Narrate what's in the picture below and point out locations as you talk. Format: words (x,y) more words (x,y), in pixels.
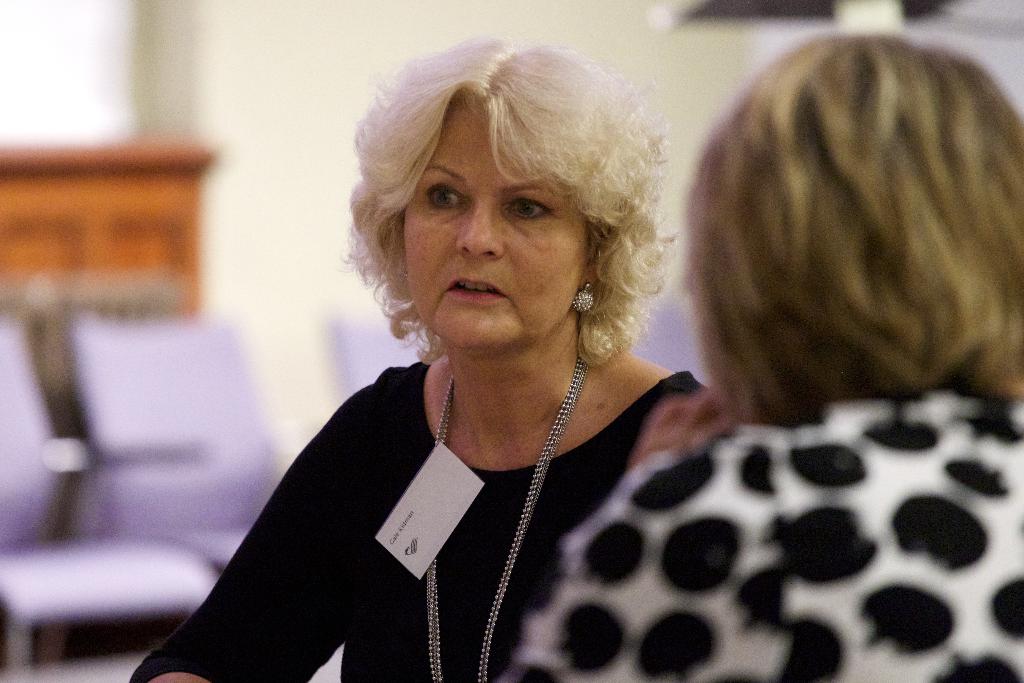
In the center of the picture (596,278) there is a woman (403,491) wearing a black dress (554,491). On the right (773,575) there is another woman (874,334). The background (47,453) is blurred. In the background (68,303) there are chairs (154,446), closet (112,214) and a wall (388,40).
